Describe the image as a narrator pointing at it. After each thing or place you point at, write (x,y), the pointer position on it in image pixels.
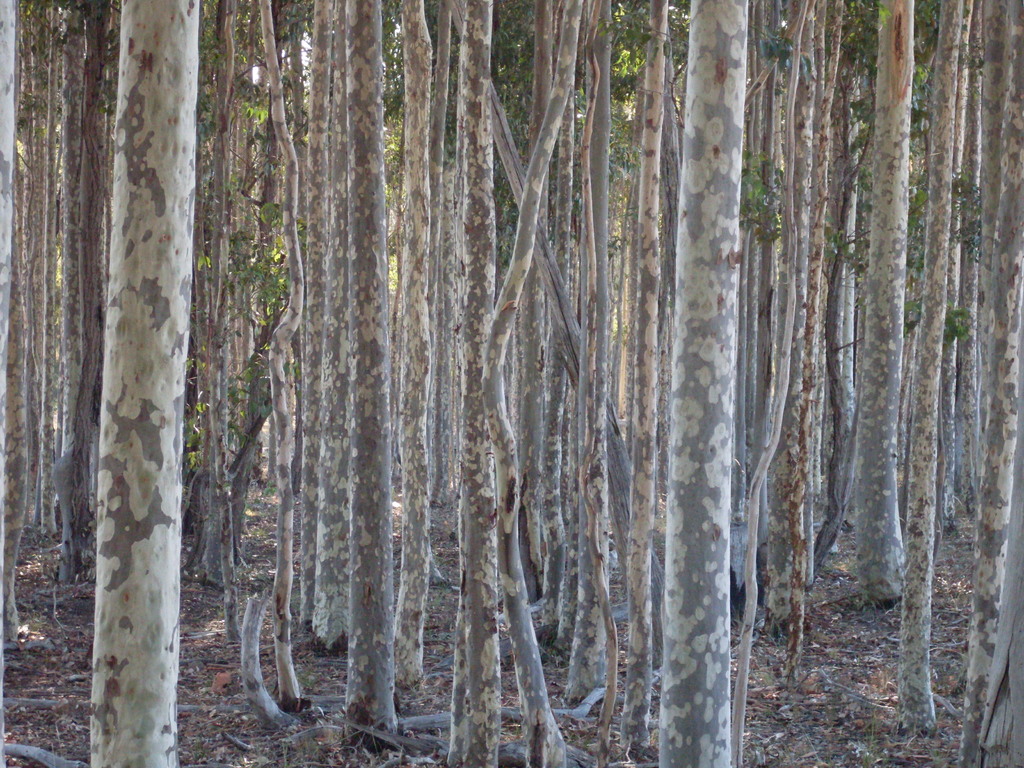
In the picture I can see some trees (317,372).
